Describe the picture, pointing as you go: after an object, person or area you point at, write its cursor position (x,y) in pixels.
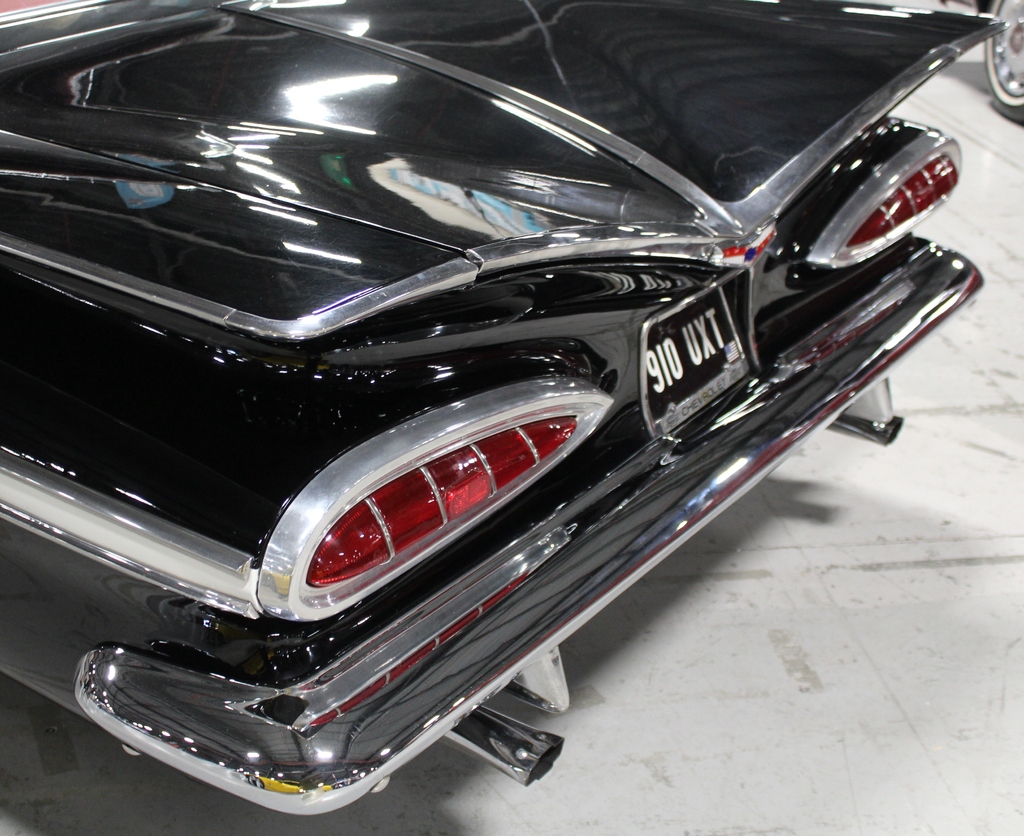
In this image I can see it looks like a vehicle (536,338) in black color.
